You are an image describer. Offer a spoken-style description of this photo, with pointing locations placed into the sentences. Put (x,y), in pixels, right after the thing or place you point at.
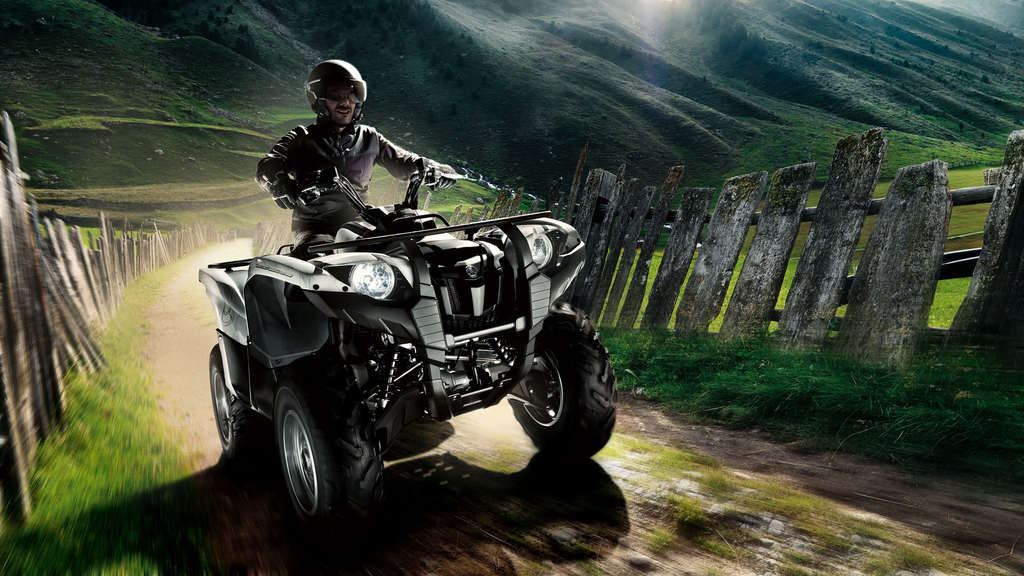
In this image I can see the person (299,222) sitting on the vehicle (274,271) and wearing the dress (296,150) and helmet (329,94). To the side of the person (322,114) I can see the wooden fence (707,294) and the grass (812,405). In the background (432,78) I can see the mountain (441,112).
